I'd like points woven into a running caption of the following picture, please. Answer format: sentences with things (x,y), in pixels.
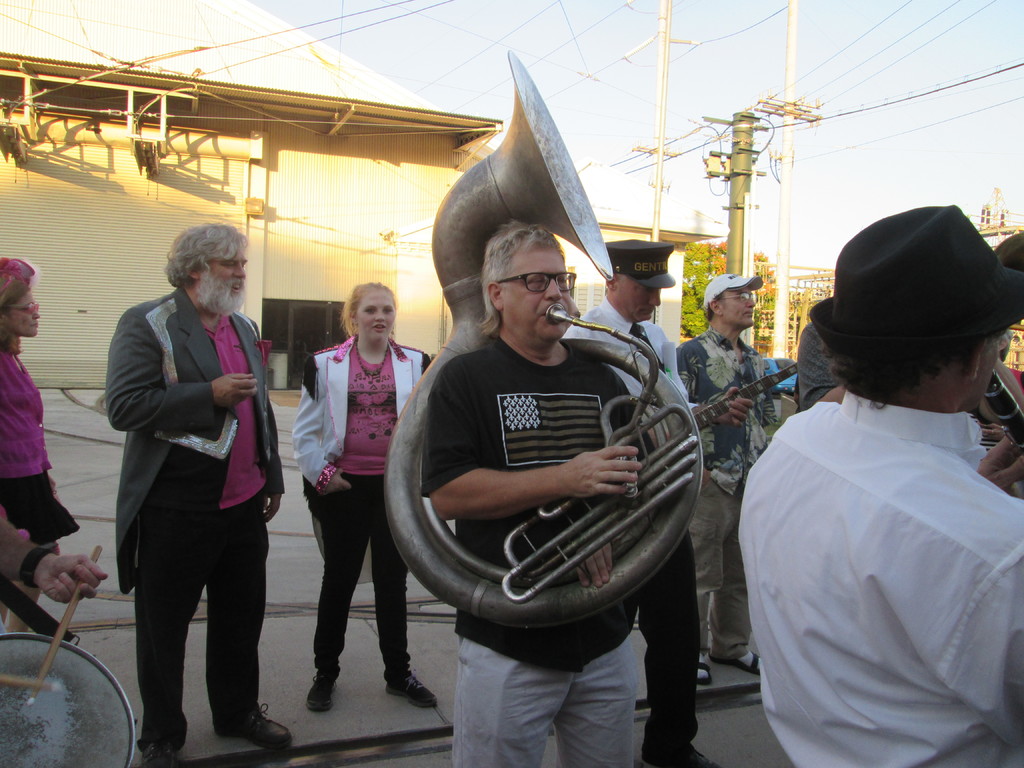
In this image we can see there are so many people (575,689) standing on the road (748,759), in which some of them are playing musical instruments (571,222). Behind them there is a building (673,216) and some electrical poles (779,247).
